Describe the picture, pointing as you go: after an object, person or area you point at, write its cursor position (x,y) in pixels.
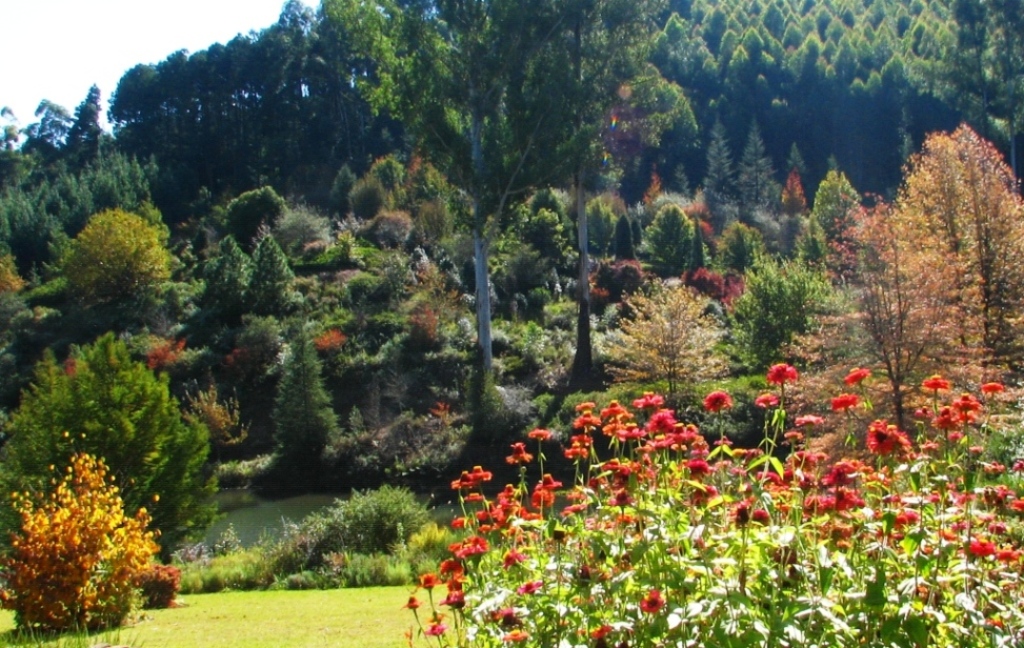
In this image at the bottom (774,522) we can see plants (514,562) with flowers (447,577) and grass (351,610). In the background (325,314) there are trees (537,198), plants (537,198) and the sky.
